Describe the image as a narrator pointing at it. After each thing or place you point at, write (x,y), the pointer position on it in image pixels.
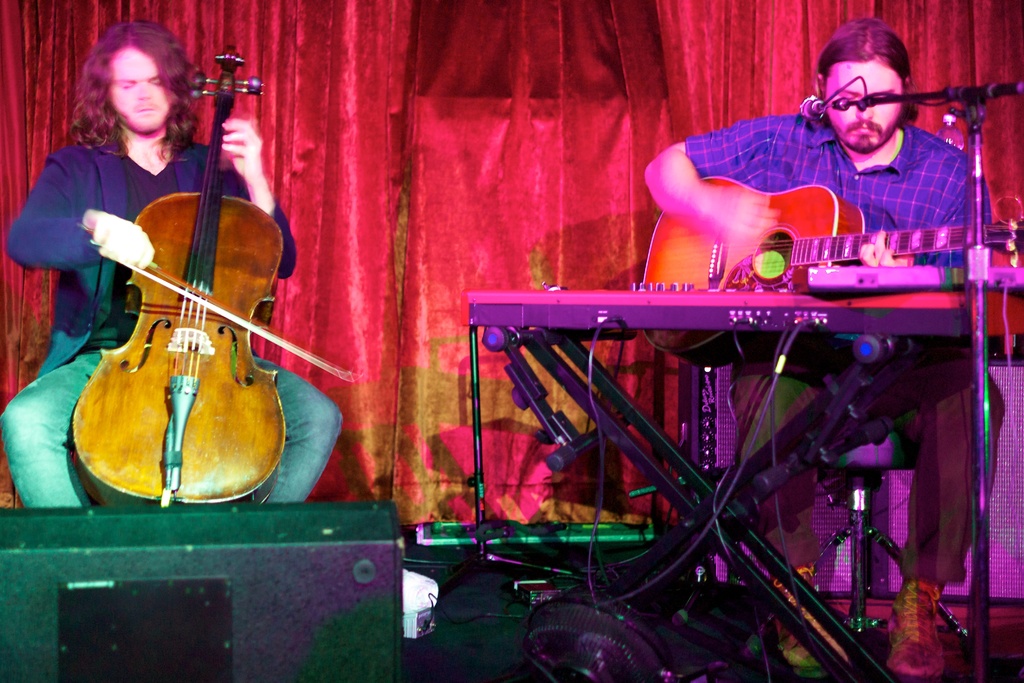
In this image I can see two people (747,404) playing the musical instruments (714,281).
